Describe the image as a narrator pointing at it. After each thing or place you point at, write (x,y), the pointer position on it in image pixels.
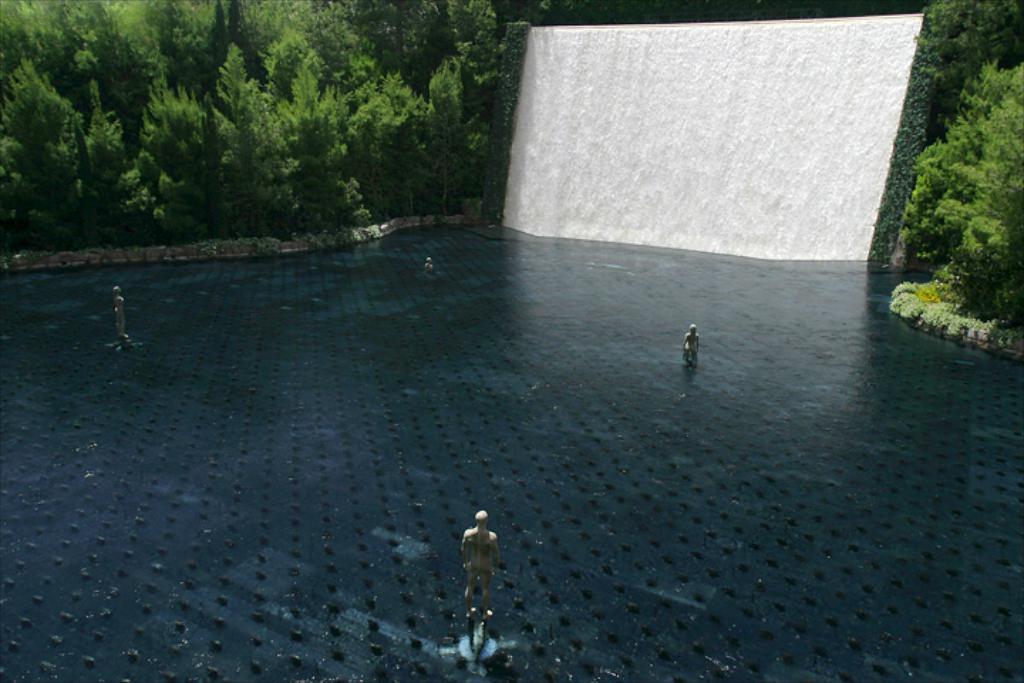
In the center of the image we can see a few statues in the water (262,473). In the background (587,189), we can see trees (266,98) and a waterfall (677,202).
